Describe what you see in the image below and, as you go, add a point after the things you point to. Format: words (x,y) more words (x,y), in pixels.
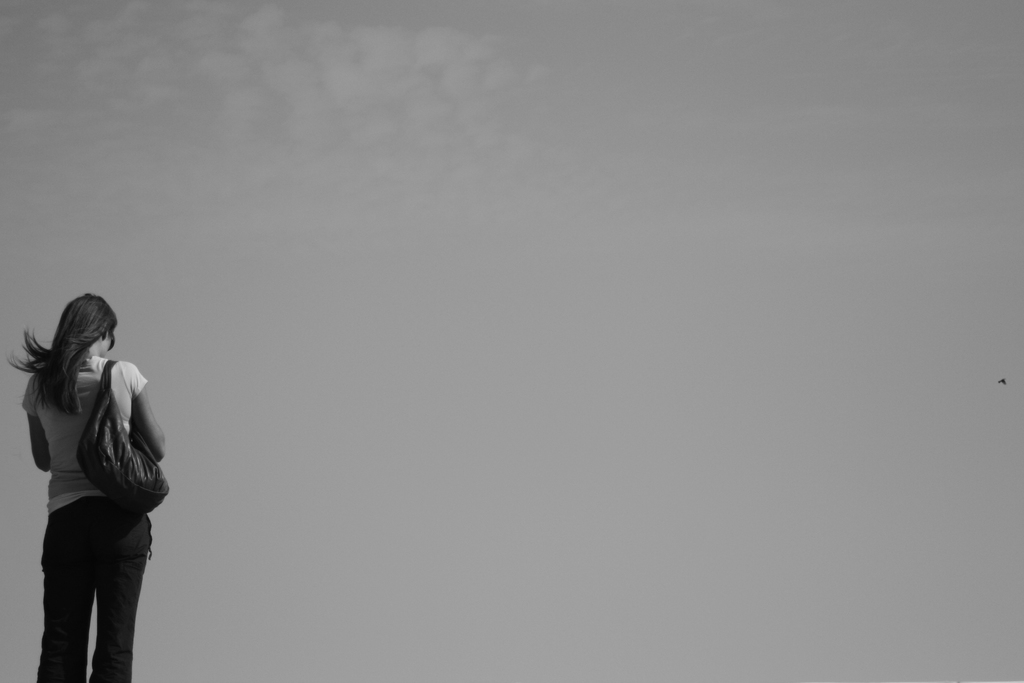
It is a black and white picture. On the left side of the image (120,588), we can see a person (115,618) is standing and she is wearing a bag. In the background (469,253), we can see the sky (393,117) and clouds (441,126).
